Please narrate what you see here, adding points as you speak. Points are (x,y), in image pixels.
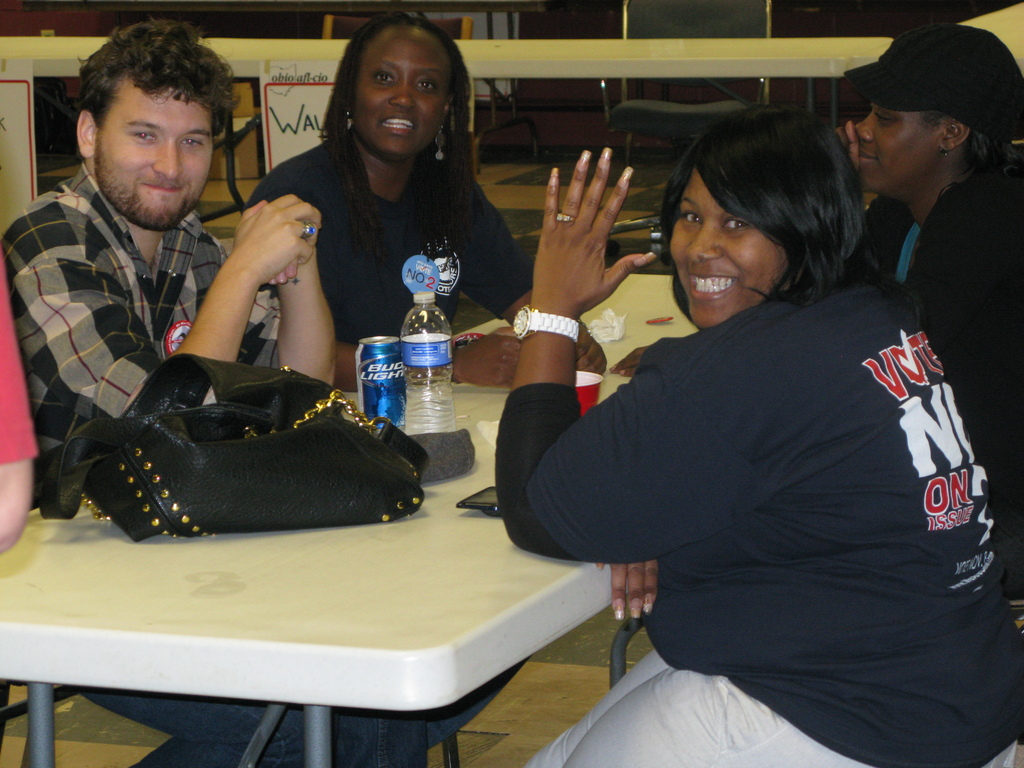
There are four people (800,485) sitting on the chair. This is the table (354,597) with the handbag (360,427), water bottle (445,392), paper (597,330) and cup (583,398) on it. At background (490,101) I can see another table (674,77) and an empty chair (650,22).
